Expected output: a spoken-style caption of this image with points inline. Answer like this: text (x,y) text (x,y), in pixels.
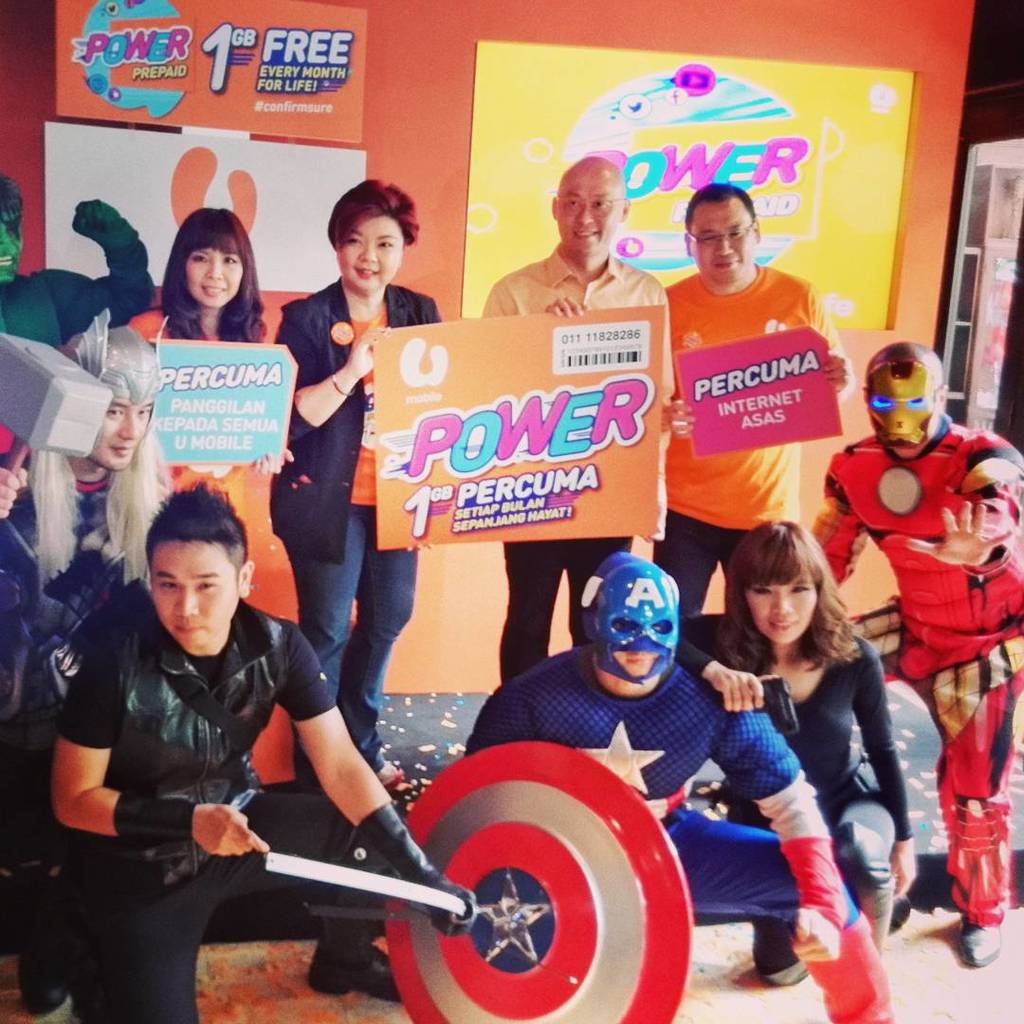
In this picture we can see a group of people (113,417) where some are standing and holding posters (449,351) with their hands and some of them wore costumes (879,468), shield (659,988), sword (359,879) and in the background (668,258) we can see posters (735,150) on the wall (446,163).
